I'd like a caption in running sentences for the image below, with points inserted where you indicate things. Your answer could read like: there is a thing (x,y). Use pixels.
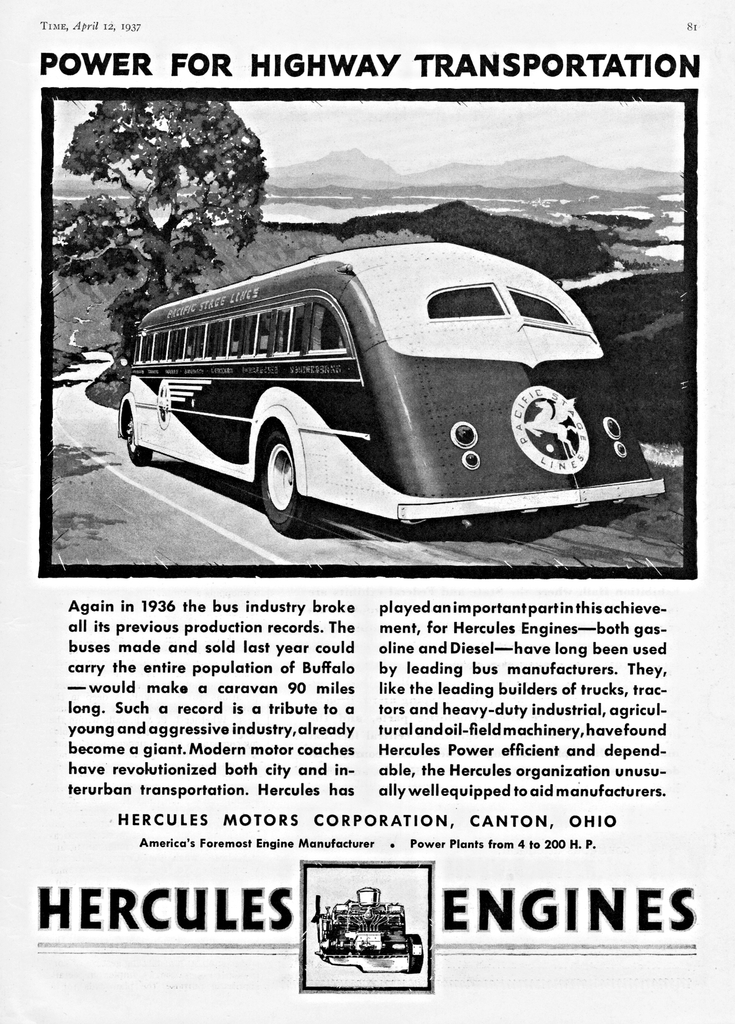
In this image there is a paper (373,850) and we can see a picture (297,518) of a bus (324,367), tree (75,146), mountains (434,238) and sky (413,122) printed on the paper (313,450). There is text (356,817).
